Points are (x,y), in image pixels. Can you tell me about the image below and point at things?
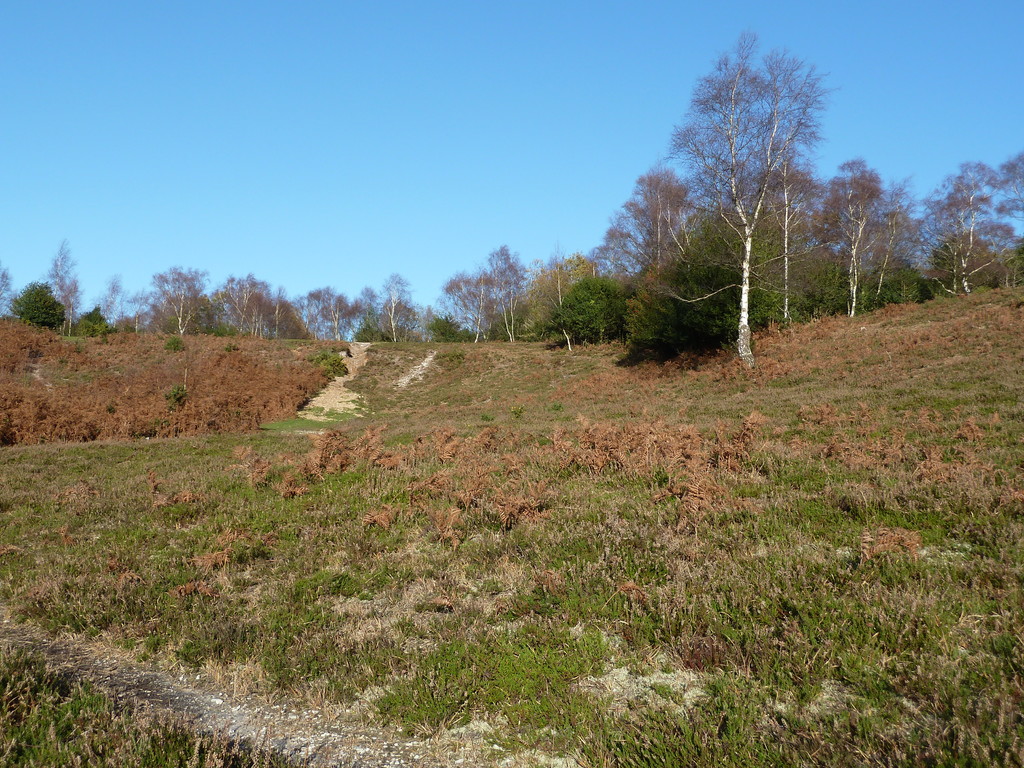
In this picture I can see there is some grass (238,622) on the floor (447,523) and there are plants (158,400) in the backdrop (236,367) and there are trees (657,299) and the sky (414,196) is clear.
